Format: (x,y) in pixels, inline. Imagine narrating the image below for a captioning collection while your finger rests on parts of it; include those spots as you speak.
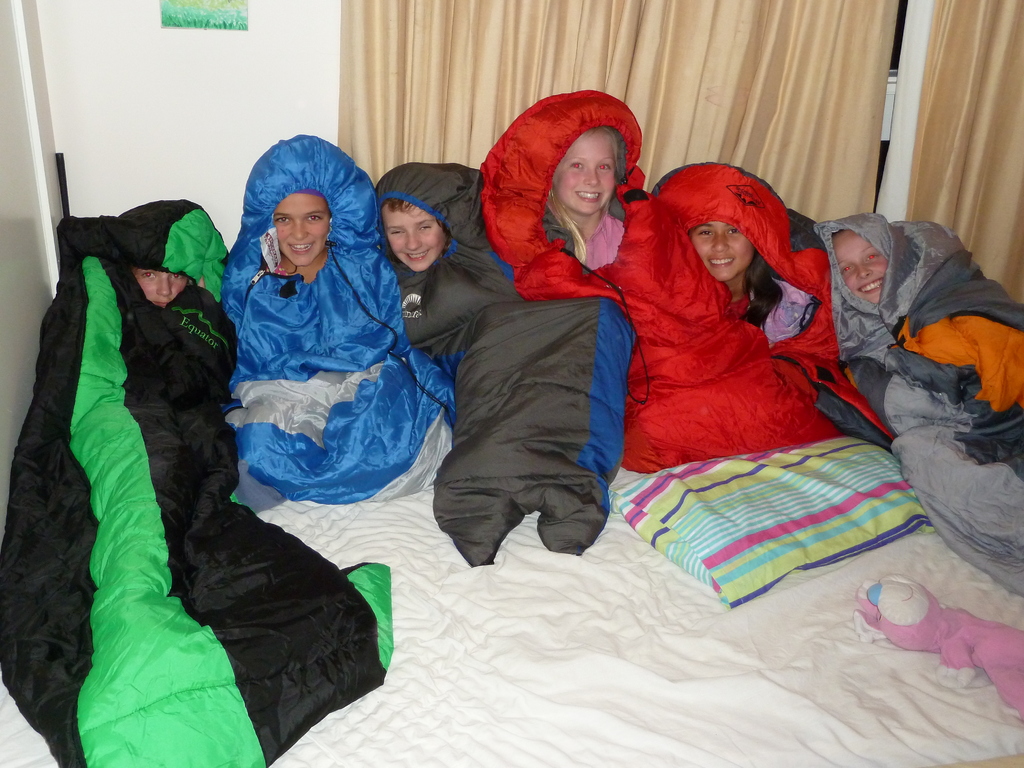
In this picture I can see few people (546,459) on the bed (532,600) and I can see a pillow (771,475) and a soft toy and I can see curtains (853,129) in the back (986,158) and a poster (196,5) on the wall (117,21).
